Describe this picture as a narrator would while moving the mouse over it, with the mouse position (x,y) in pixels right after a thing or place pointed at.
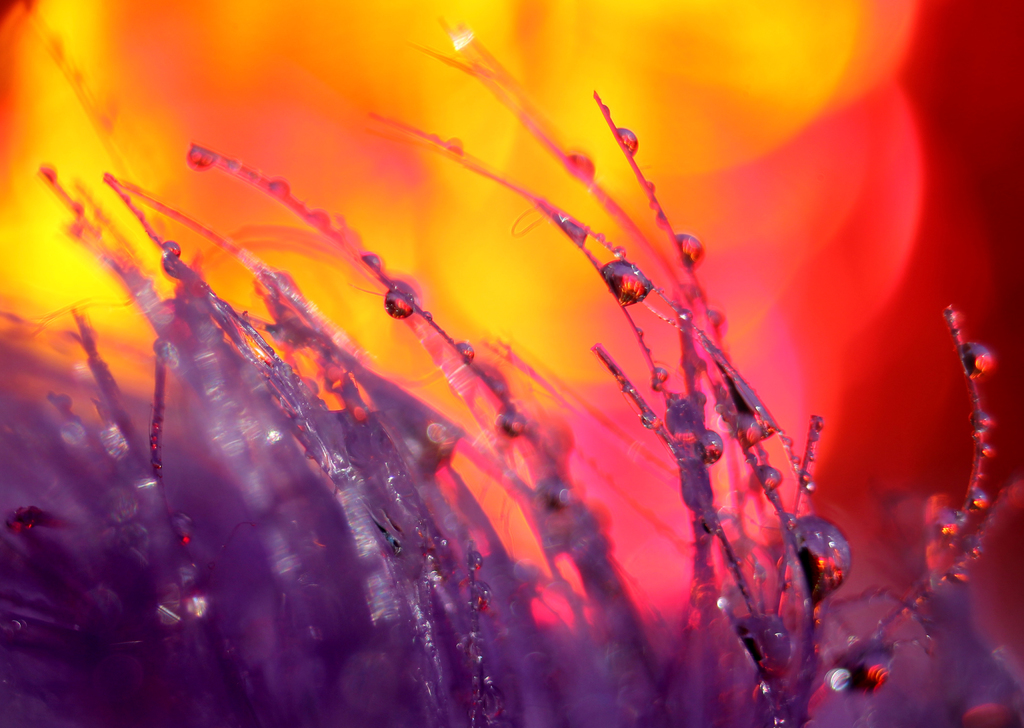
In this picture I can see the silver color things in front and I see that it is colorful in the background (541,183).
